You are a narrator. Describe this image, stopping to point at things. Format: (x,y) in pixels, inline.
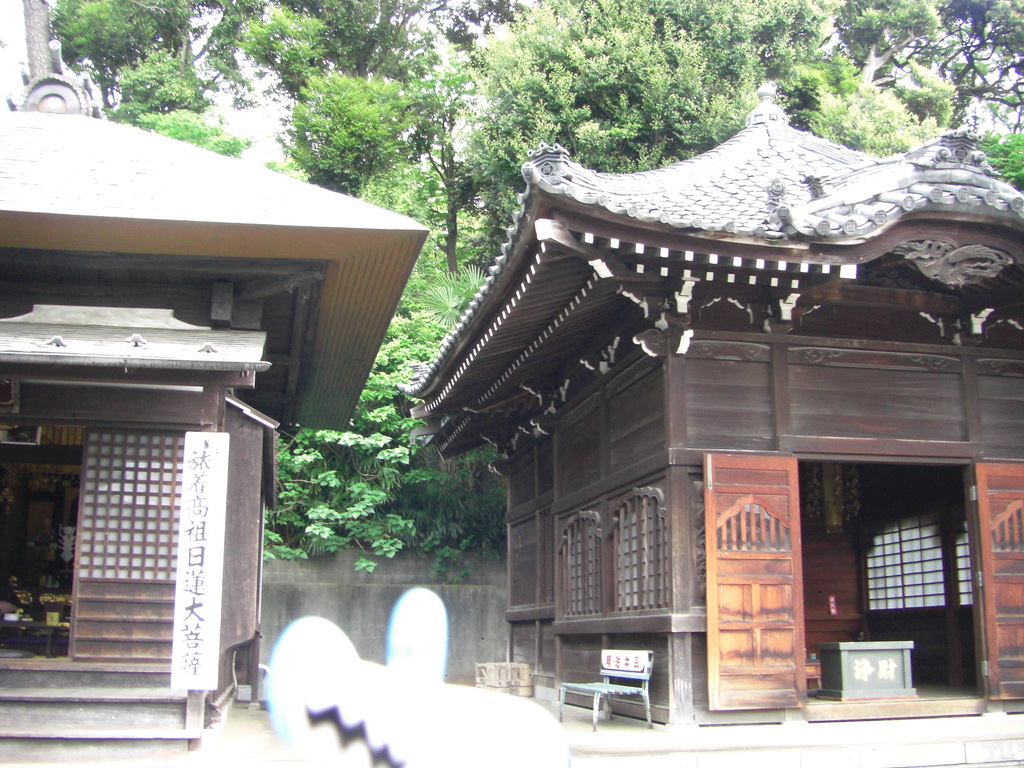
In the center of the image (643,477) there are two houses (669,625). In the background of the image (387,89) there are trees (398,360).
